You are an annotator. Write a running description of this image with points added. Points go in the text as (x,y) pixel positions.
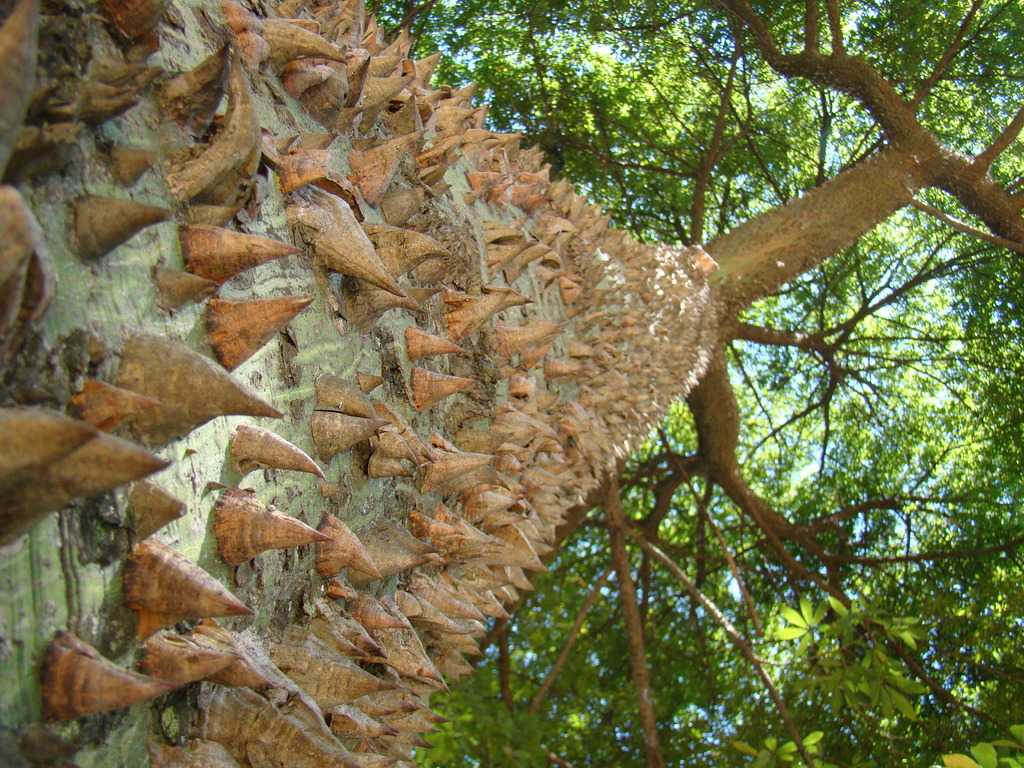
In this I can see trees (724,355) and I can see spikes (356,408) to the tree bark (432,431).
